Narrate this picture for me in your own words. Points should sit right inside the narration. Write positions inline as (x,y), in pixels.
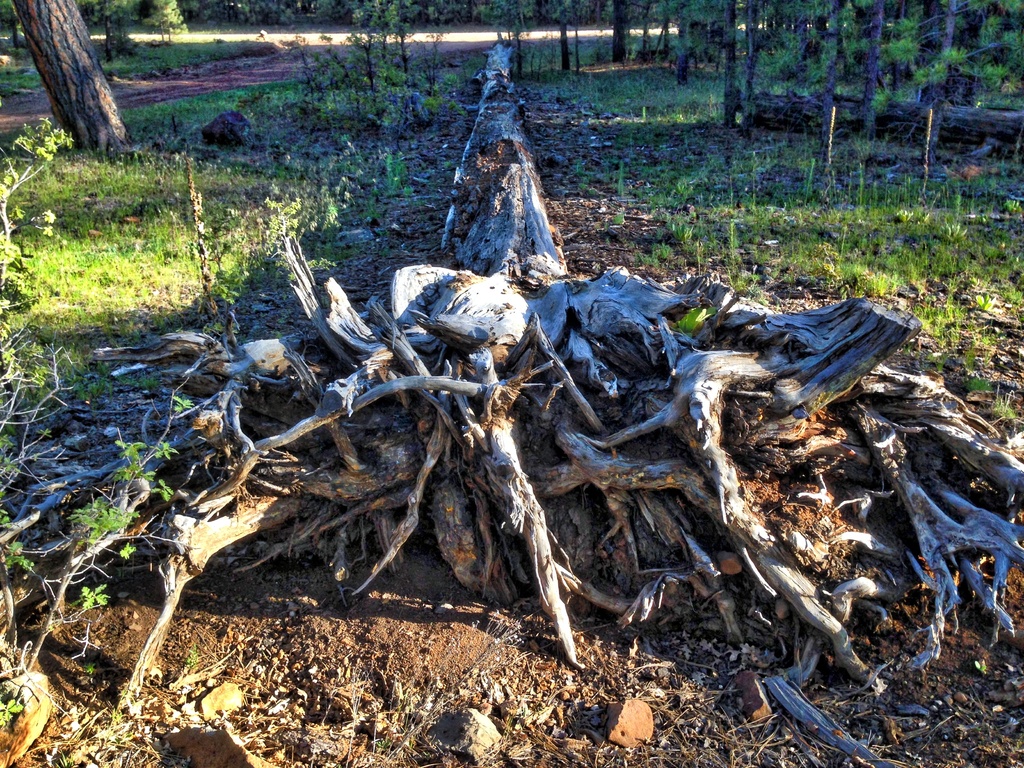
In this image there are roots (446,315) of a tree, and in the background (299,197) there is grass (369,140), plants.
